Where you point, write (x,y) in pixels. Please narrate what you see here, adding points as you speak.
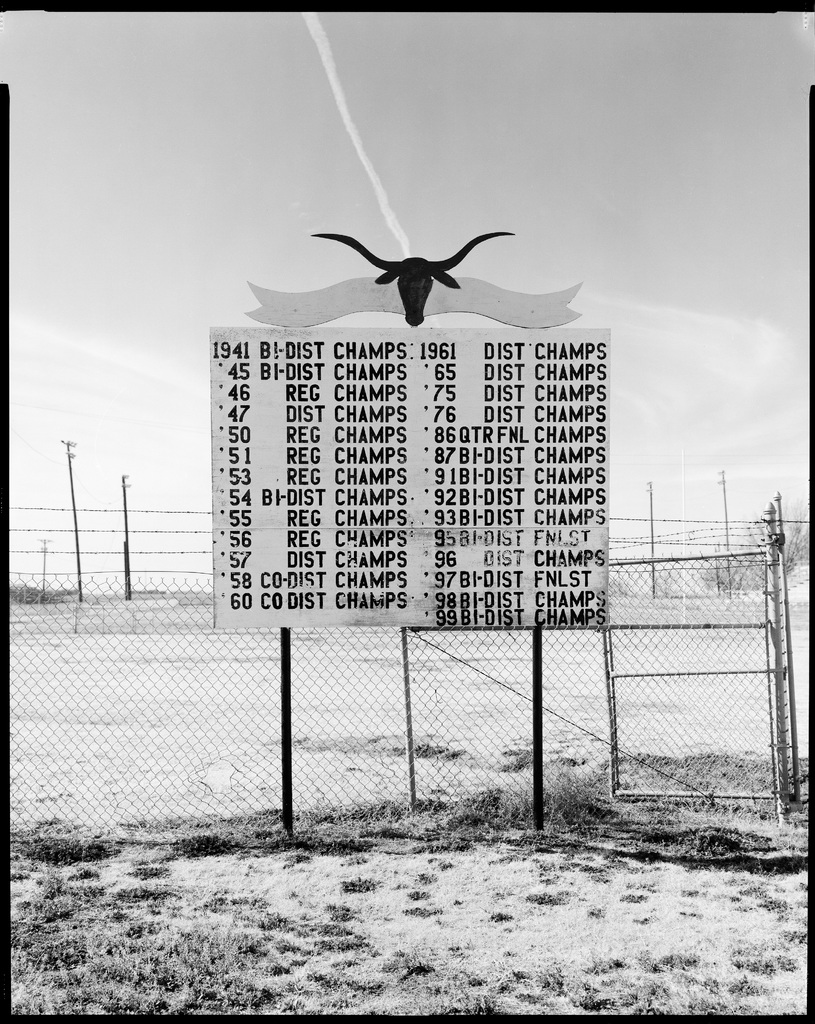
In this image we can see a board (438,541) with some text (292,462) written on it, and there is an animal image (405,277) on the board (354,341), there is a fencing (746,582), some poles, grass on the ground (426,885), we can also see the sky (385,250).
